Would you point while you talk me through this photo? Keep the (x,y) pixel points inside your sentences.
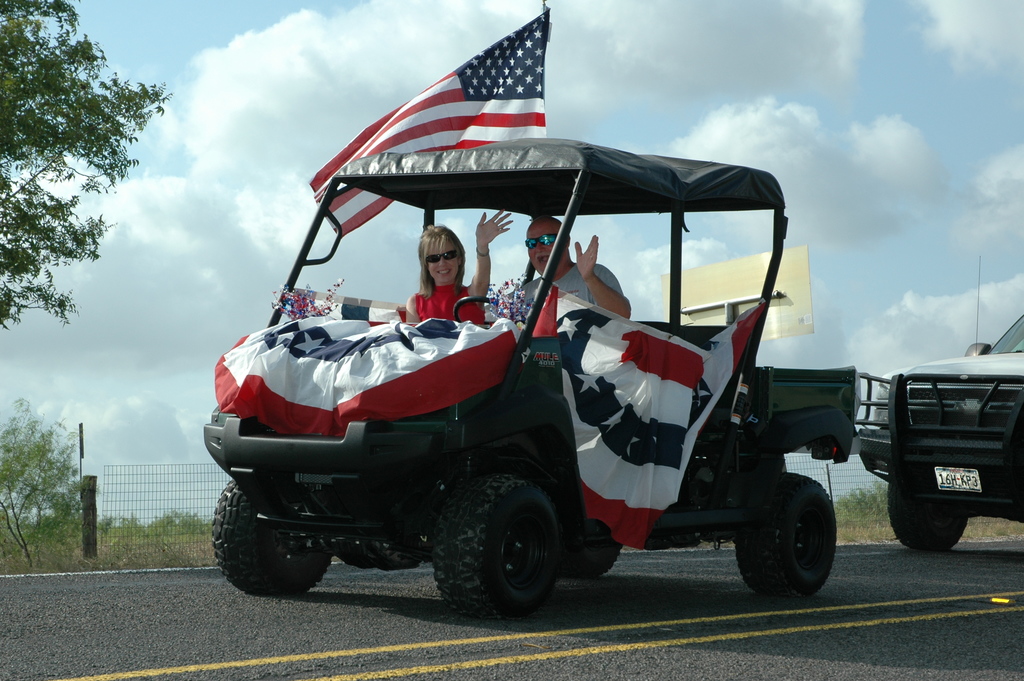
A man (601,302) and woman (432,306) is riding in a vehicle (479,178) and we can see flags (425,342) on it. Behind it there is another vehicle (961,429). In the background (198,443) we can see trees (8,144), fence (137,518), sky (600,10) and cloud (753,44).
